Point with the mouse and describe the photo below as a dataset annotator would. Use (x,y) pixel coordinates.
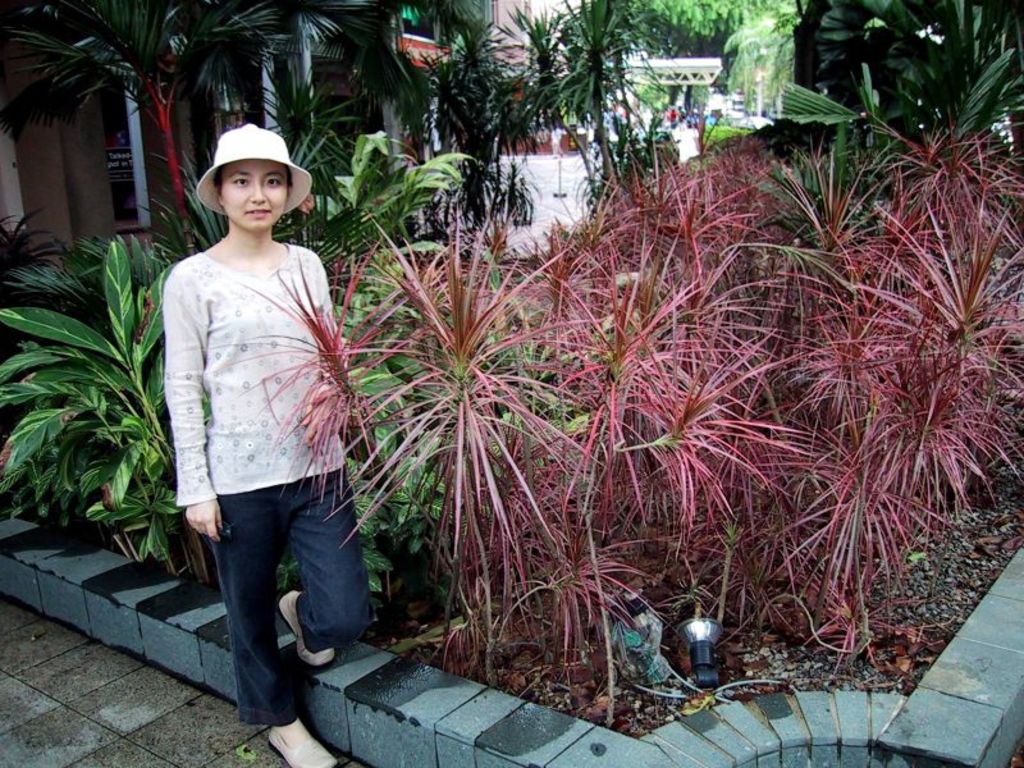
In this picture we can see a woman (234,444) is standing, she wore a cap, in the background (498,32) there is a building (495,44), there are some plants (565,263) in the front (761,317), in the background (785,115) we can see some trees (660,31).
